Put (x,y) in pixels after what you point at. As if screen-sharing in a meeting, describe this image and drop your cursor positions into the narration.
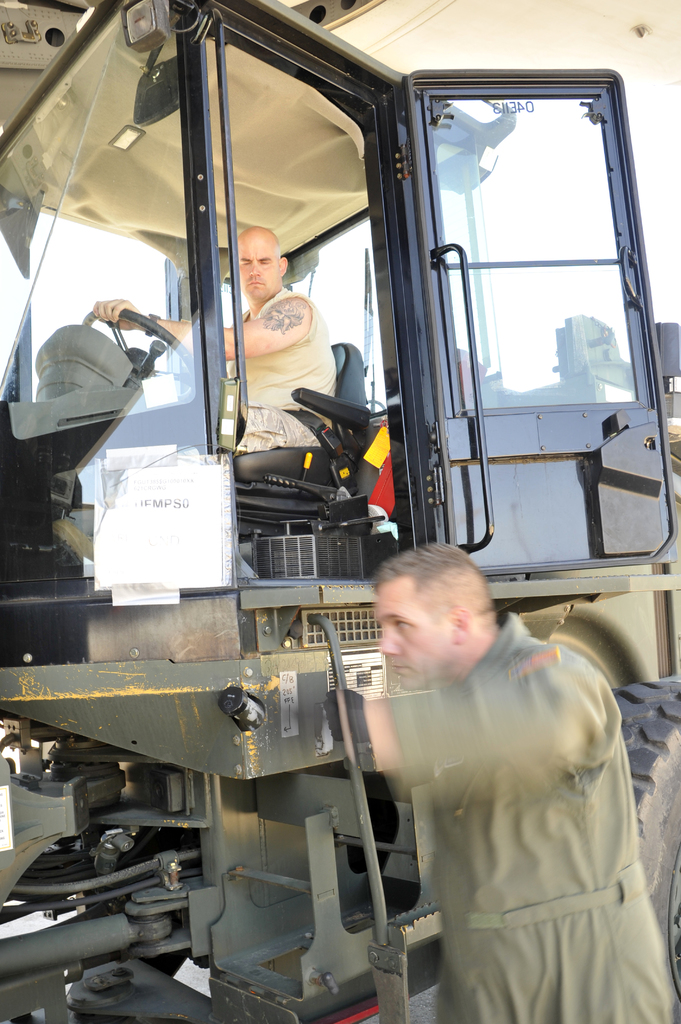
In this image there is a person (256,279) sitting inside the vehicle (345,532). Beside the vehicle (579,621) there is another person (591,954). In the background of the image (664,187) there is sky (658,195).
